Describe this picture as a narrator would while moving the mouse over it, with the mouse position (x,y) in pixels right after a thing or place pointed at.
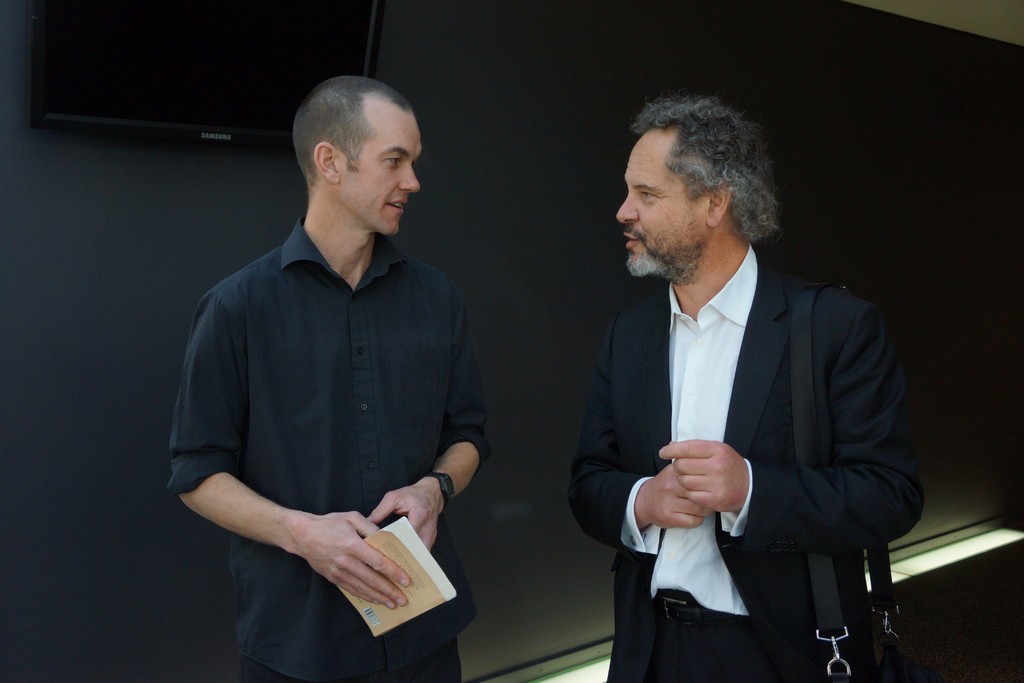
In this picture we can see there are two men (452,411) standing. A man (376,559) is holding a book (402,547). Behind the men (312,366) there is a television (239,76) on the wall (525,134).
